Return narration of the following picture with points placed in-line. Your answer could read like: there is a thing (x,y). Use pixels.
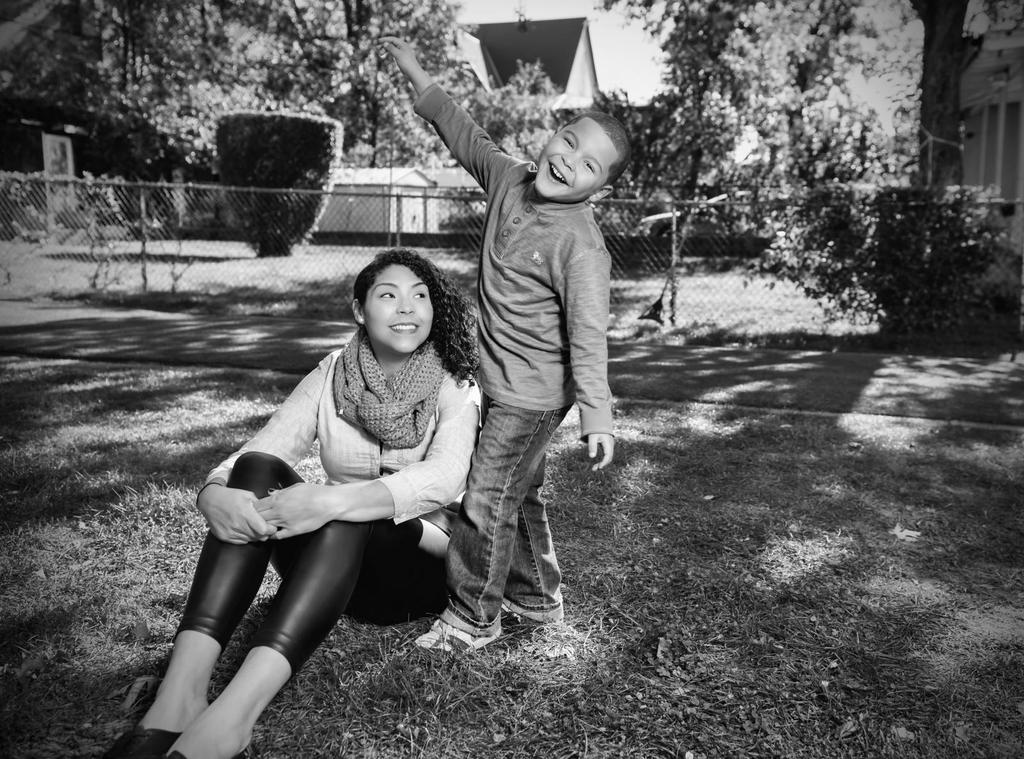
In this image, we can see a woman (428,423) is sitting on the grass (556,653) and smiling. Beside her, a boy (525,439) is standing and smiling. Background (29,310) we can see walkway (78,347), mesh (78,280), plants (1000,305), trees (639,170), houses (975,168) and sky (641,70).
